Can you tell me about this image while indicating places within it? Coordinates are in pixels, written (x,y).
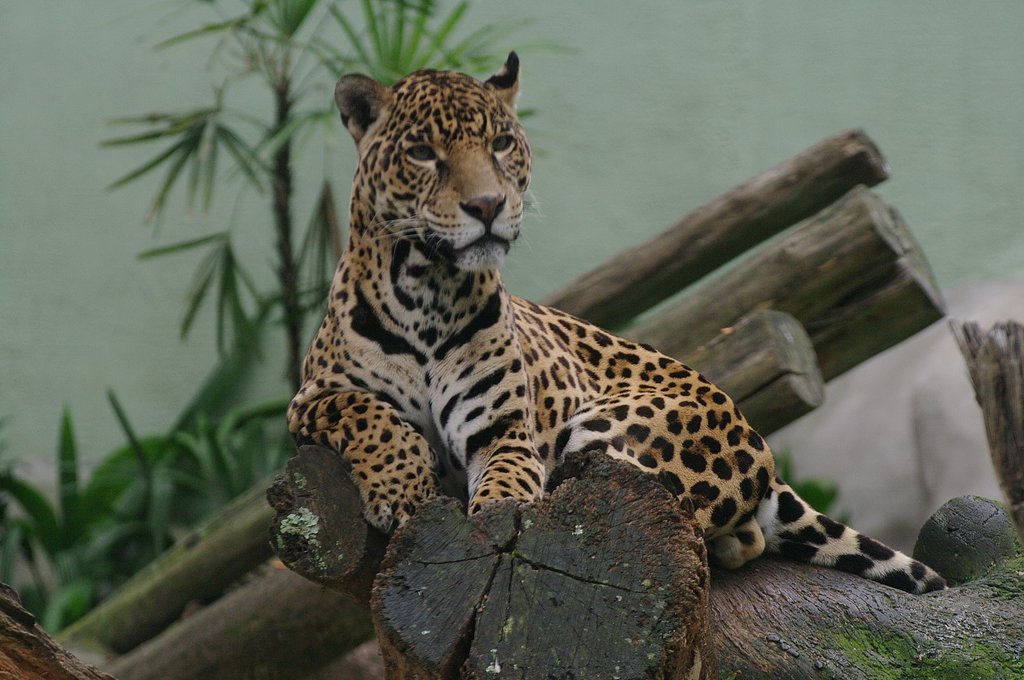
In this picture I can observe a jaguar (514,411) sitting on the log (579,535). In the background (249,226) there are some plants (90,505) and a wall (669,96).
